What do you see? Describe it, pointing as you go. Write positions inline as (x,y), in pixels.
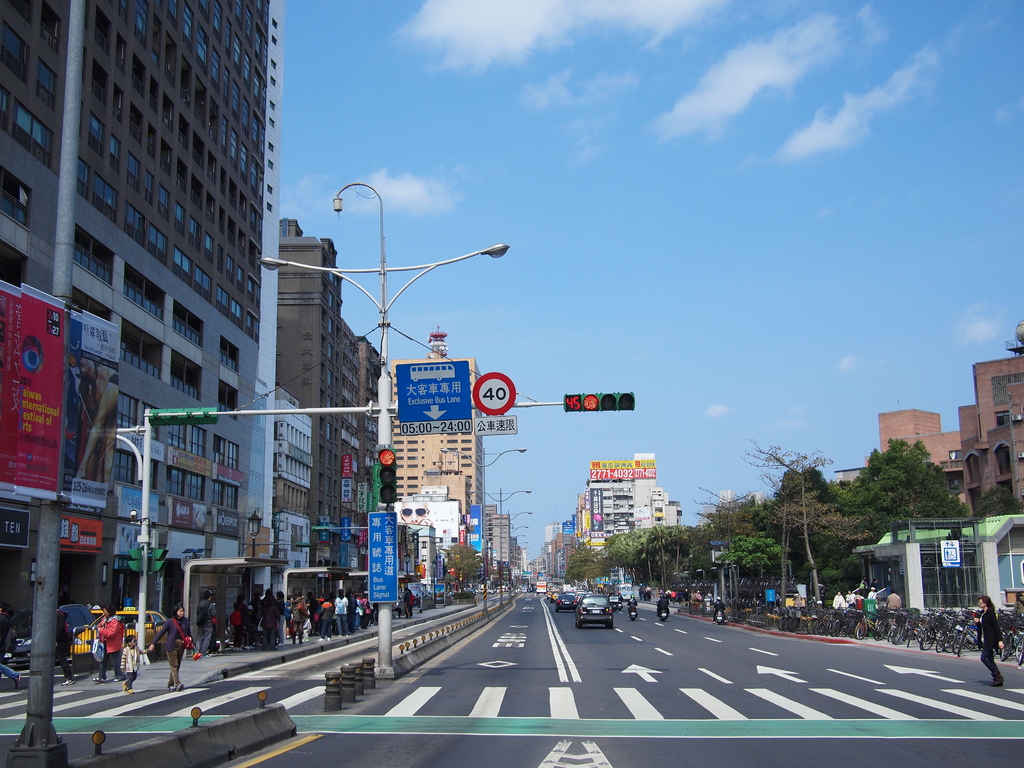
This is the picture of a city (249,282). In this image there are buildings (217,404), trees (864,485) and there are vehicles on the road (671,642). There are group of people (358,593) walking on the road (838,720). There are boards (62,310) on the poles (389,389). At the top (762,229) there is sky (711,274) and there are clouds (877,98). At the bottom (629,683) there is a road (717,671).
